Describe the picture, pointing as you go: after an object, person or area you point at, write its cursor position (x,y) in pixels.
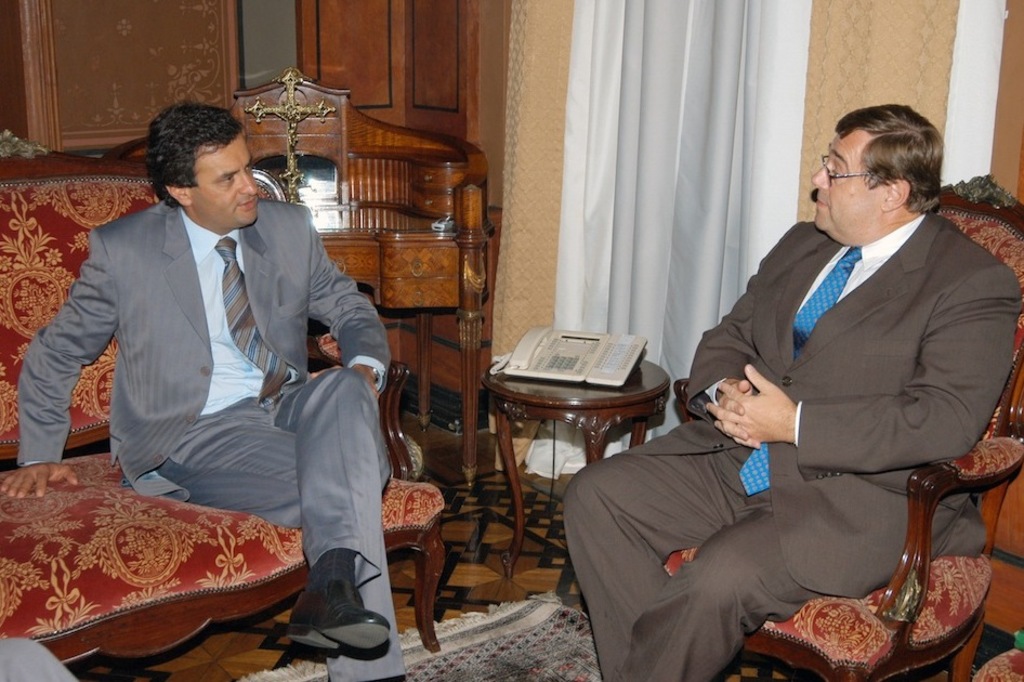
In the picture there are two men (797,253) sitting facing each other near to them there is a table (516,415) on a table (530,391) there is a landline phone (566,342) near to the table (622,391) there is a curtain (621,216) on the wall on the floor (534,592) there is a mat (553,624).
